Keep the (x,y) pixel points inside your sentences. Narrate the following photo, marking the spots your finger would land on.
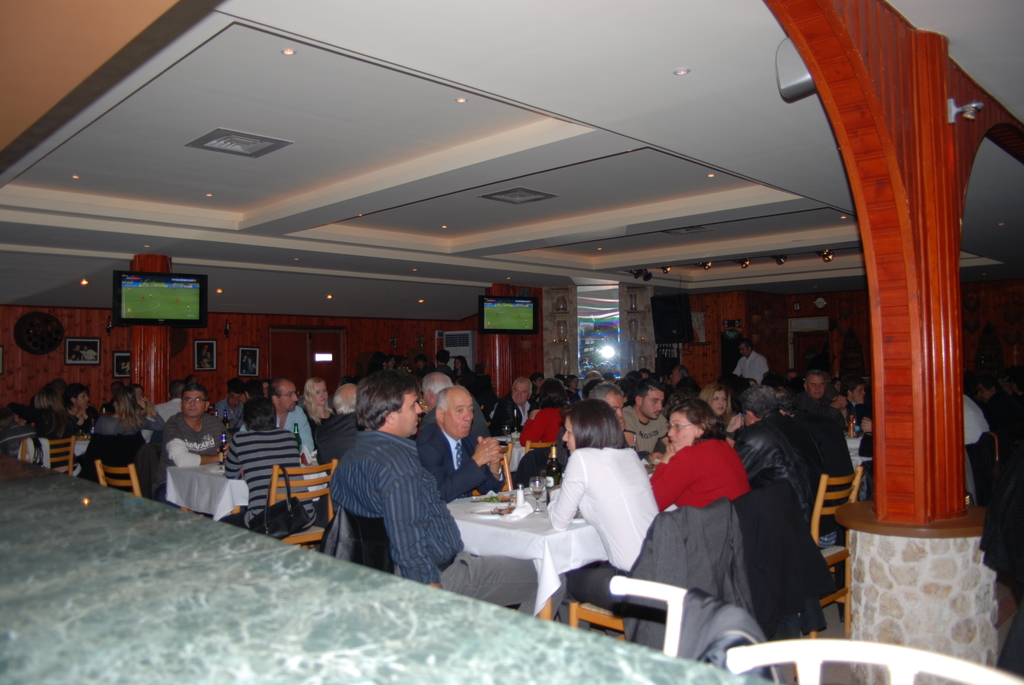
The image is taken in the room (663,380). The room (702,365) is filled with chairs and tables (536,543). On the left (51,543) there is a counter table (333,605). We can see many people (578,481) sitting around the tables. There are bottles (547,478), glasses (541,505) and food (507,511) placed on the tables (574,550). At the top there are screens (480,305).
